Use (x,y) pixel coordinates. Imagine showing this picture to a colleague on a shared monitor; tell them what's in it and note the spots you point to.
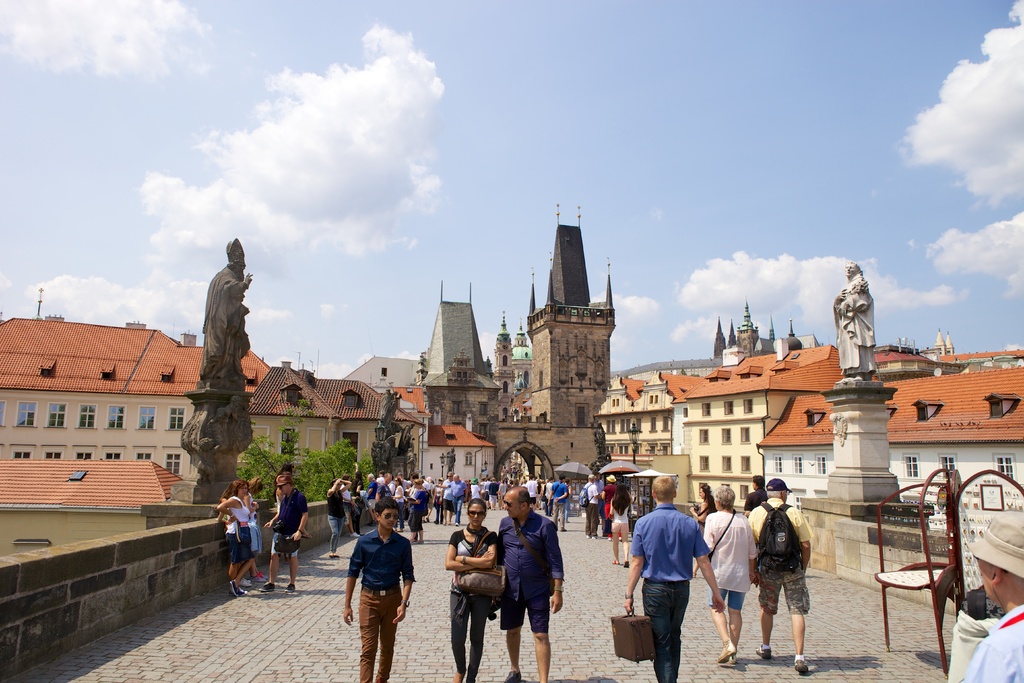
In this picture there are people (763,541) in the center of the image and there are statues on the right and left side of the image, there are buildings (12,356) in the background area of the image (57,381), there is boundary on the right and left side of the image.
